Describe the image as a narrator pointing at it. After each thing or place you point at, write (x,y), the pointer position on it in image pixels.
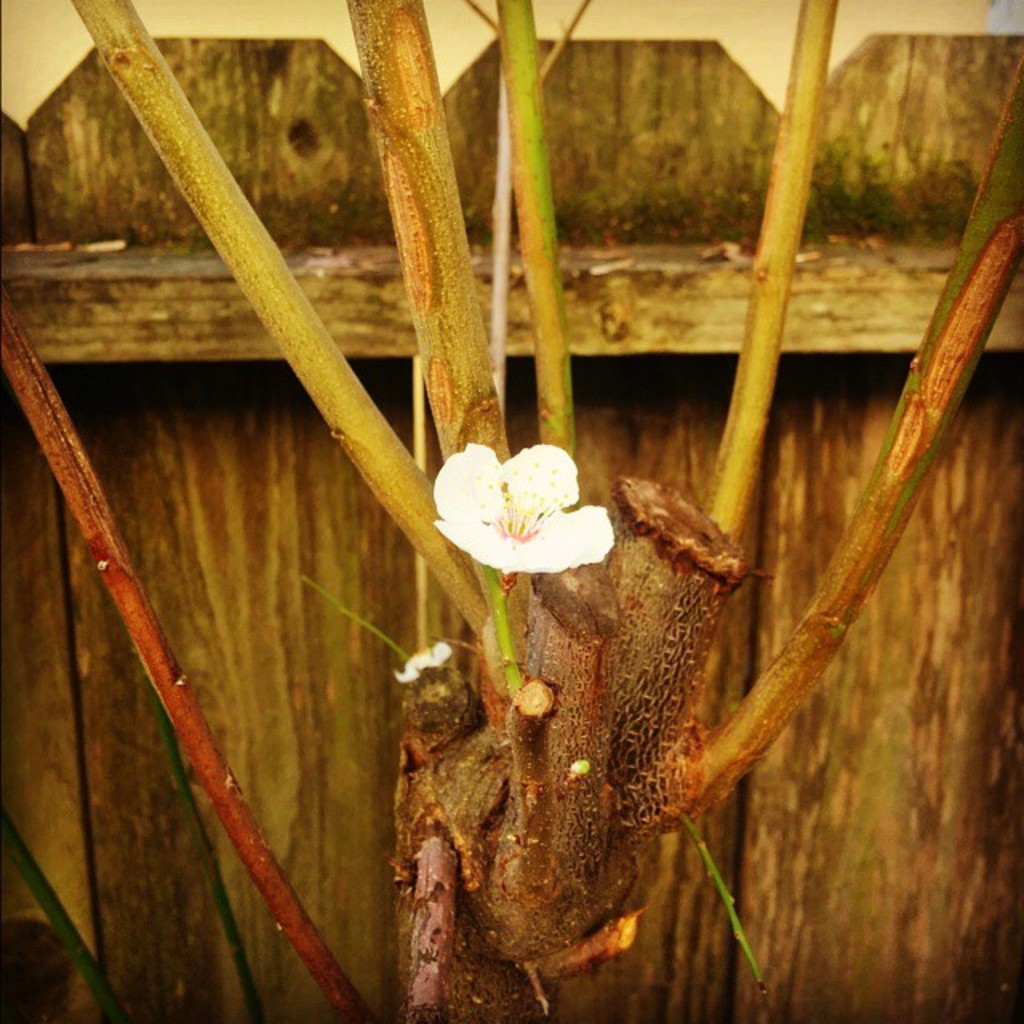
In the center of the picture (606,634) there is a plant (428,497) and there is a flower (515,552). In the background (150,306) there is a wooden wall (782,501).
